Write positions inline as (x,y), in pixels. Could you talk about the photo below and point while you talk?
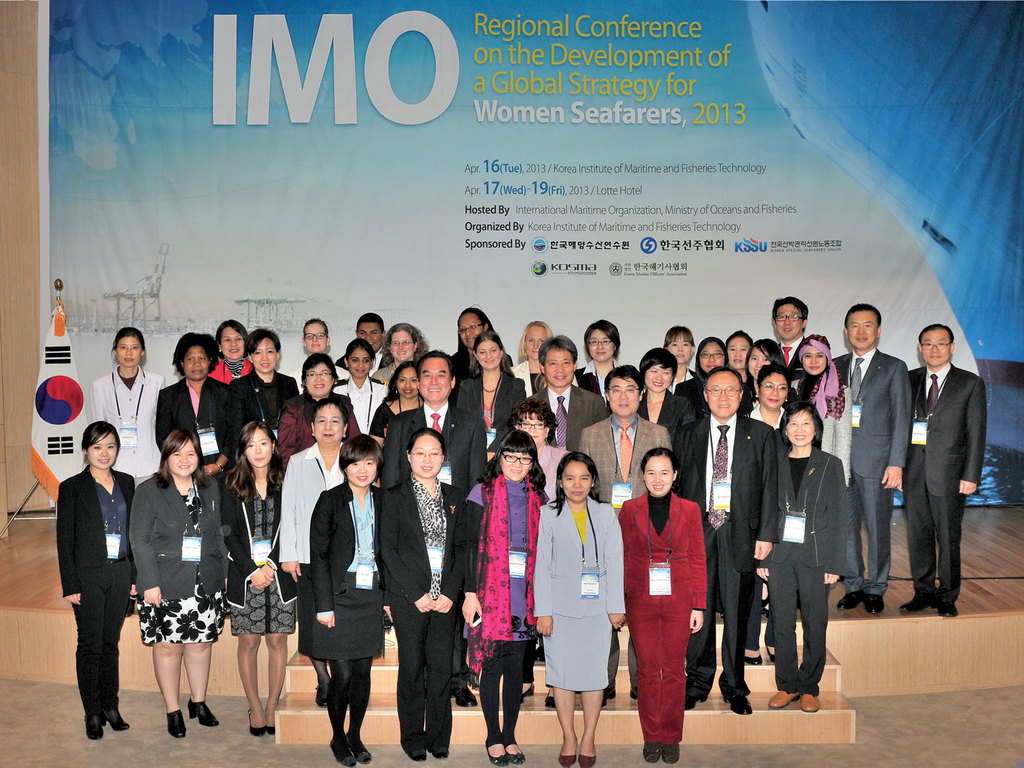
There is a group of persons (492,521) standing at the bottom of this image (451,533) and there is a poster wall (453,210) in the background (409,257).
